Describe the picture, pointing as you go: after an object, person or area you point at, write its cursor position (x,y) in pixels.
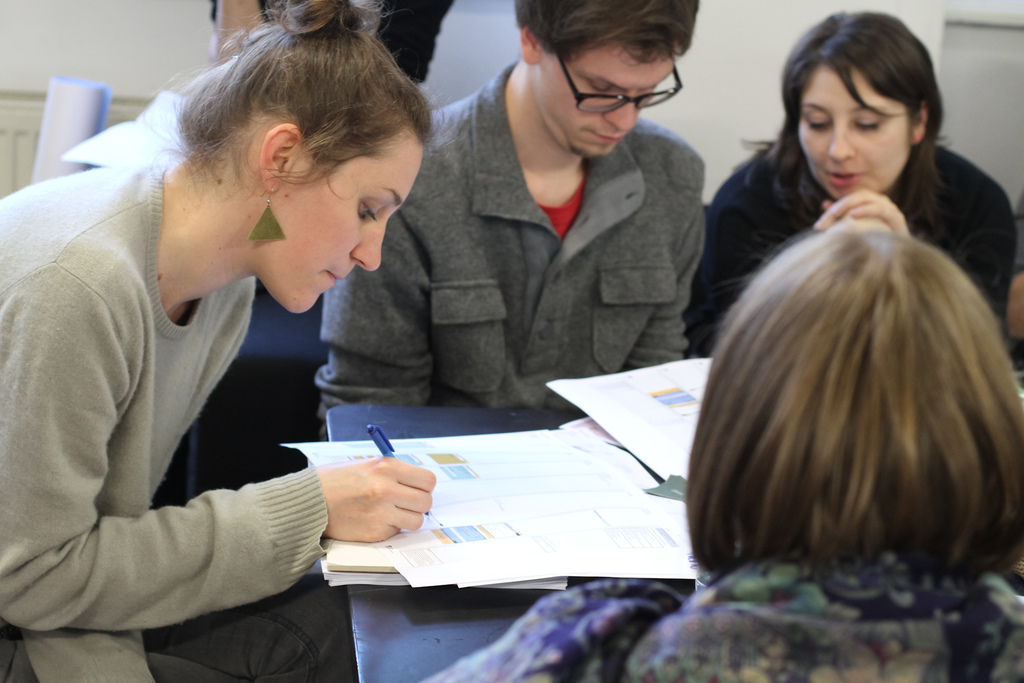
This picture show about a woman (194,348) wearing a grey color t-shirt (102,447) sitting on the chair (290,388) and writing something on the paper (416,540). Beside there is a boy (513,319) wearing grey t-shirt (481,278) sitting and looking into the paper (645,366). On the right side (800,161) there are two girls (815,361) who are looking to them. In the background (109,81) there is a white color wall (128,36).
